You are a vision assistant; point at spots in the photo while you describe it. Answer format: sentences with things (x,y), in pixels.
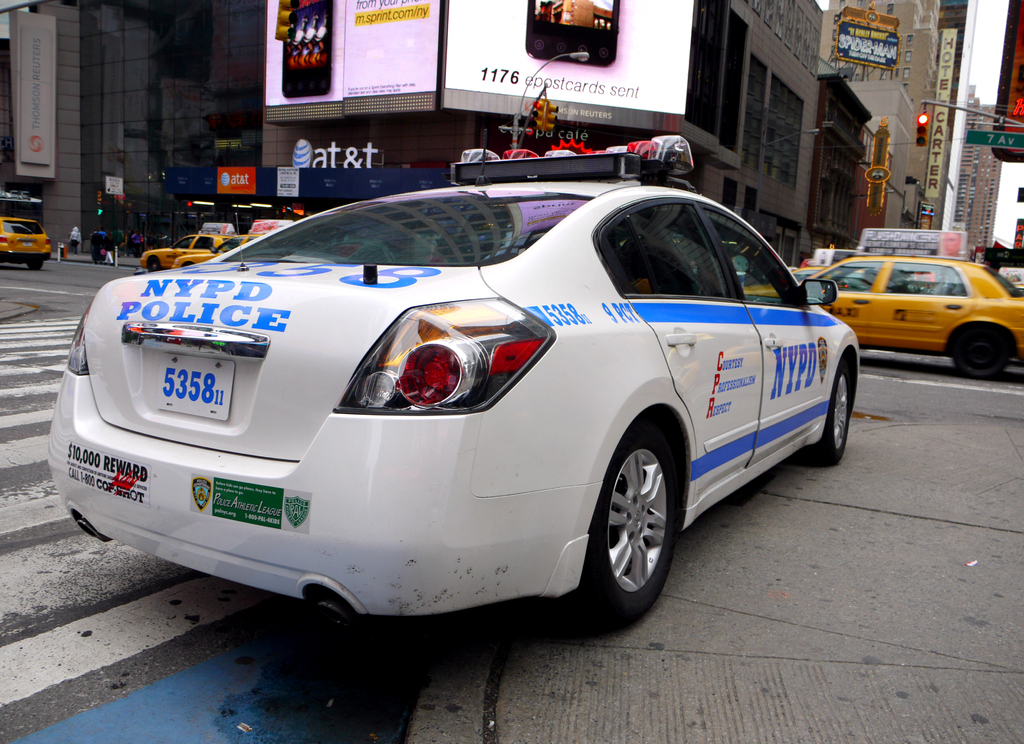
In the image there are cars (390,277) going on the road (180,663) and behind there are many buildings (758,147) with ad banners (593,66) on it.
